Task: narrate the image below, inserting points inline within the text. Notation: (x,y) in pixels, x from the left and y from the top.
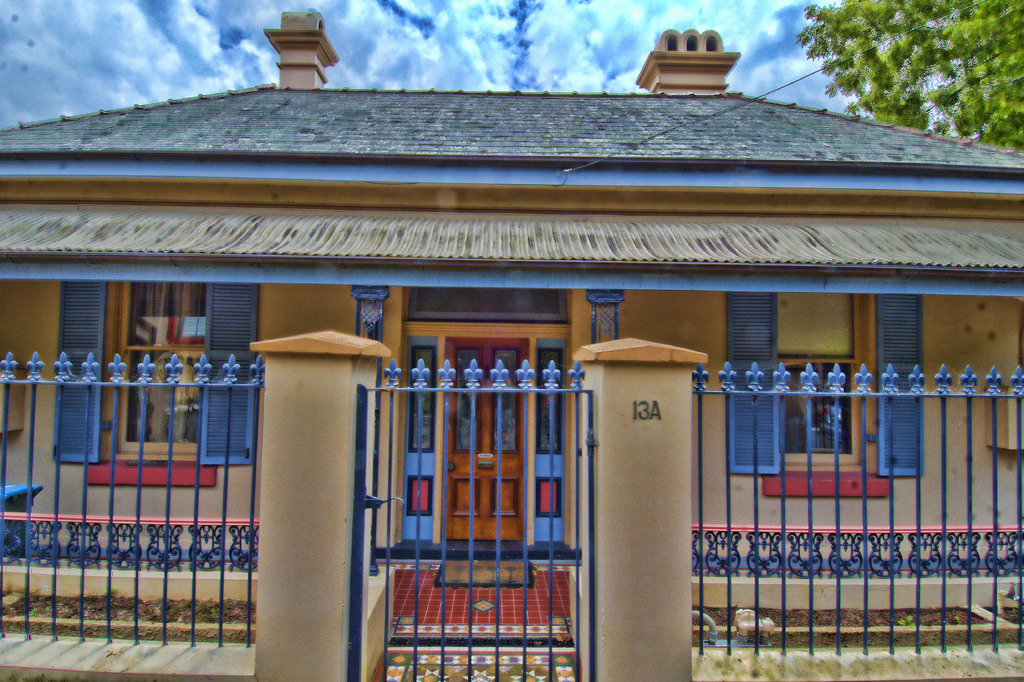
In this image there is one house (574,455) in middle of this image (548,313). There is a tree (981,103) at top right corner of this image (818,3) and there is a cloudy sky (160,29) at top of this image (455,47). There are some gates (782,552) at bottom of this image (916,472).
